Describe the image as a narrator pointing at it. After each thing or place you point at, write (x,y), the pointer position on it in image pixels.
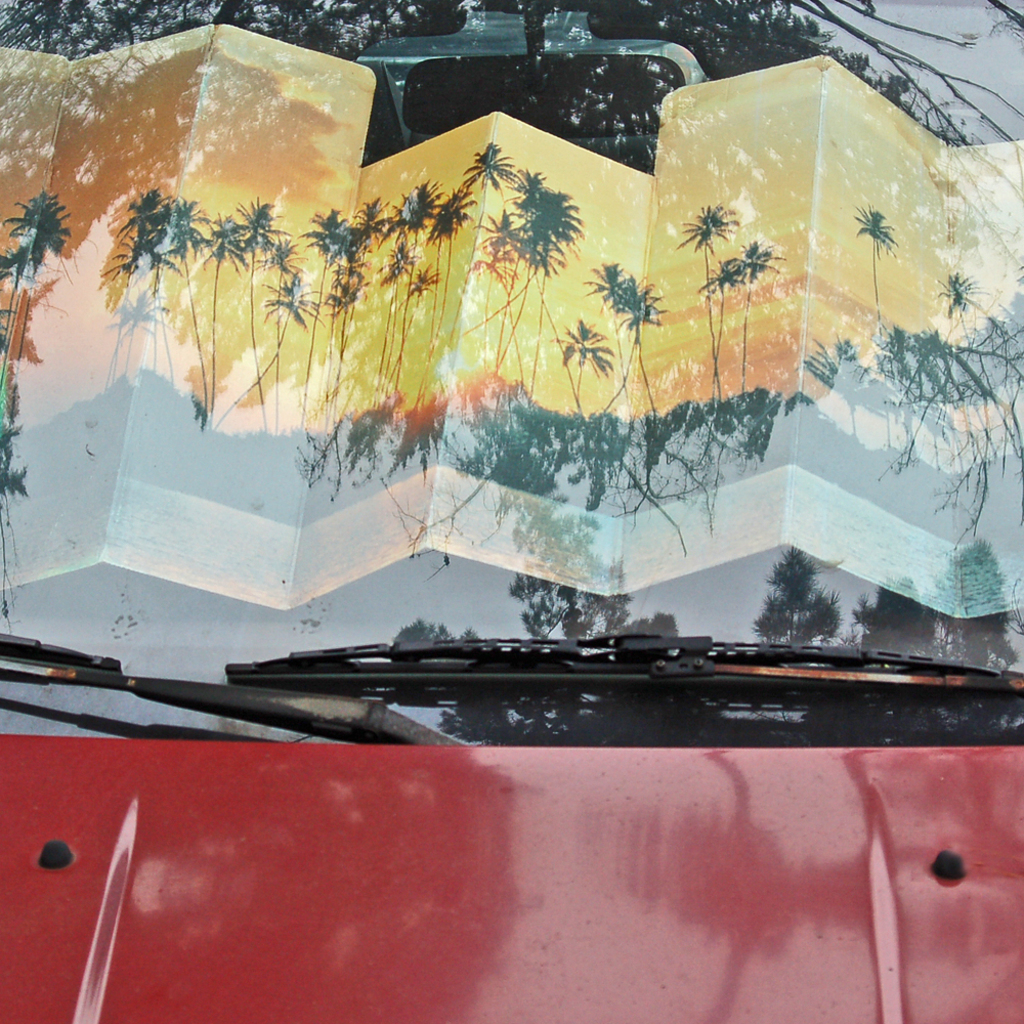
In this image I can see the car (463,836) which is in red color. I can see the many trees (540,582) and the sky (365,378) in the glass (436,317) of the car (497,308).
